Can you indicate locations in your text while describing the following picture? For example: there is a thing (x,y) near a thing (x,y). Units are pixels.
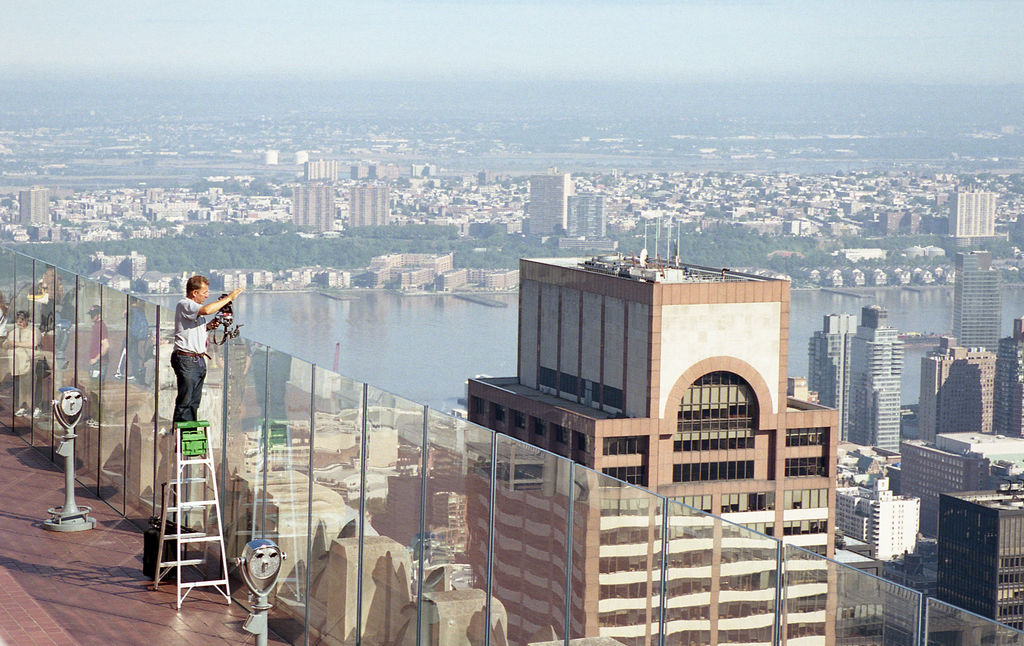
In this picture there is a man (177,320) who is standing on the ladder (203,517) and holding a camera (232,325), beside him we can see glass partition (372,565). In the background (1016,536) we can see many buildings (979,492), trees (771,234) and poles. Here we can see river (798,316). At the top (445,12) we can see sky (445,12) and clouds (506,20). Here we can see a group of persons (96,363) standing near to the camera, where we can see in the reflection (72,363).
